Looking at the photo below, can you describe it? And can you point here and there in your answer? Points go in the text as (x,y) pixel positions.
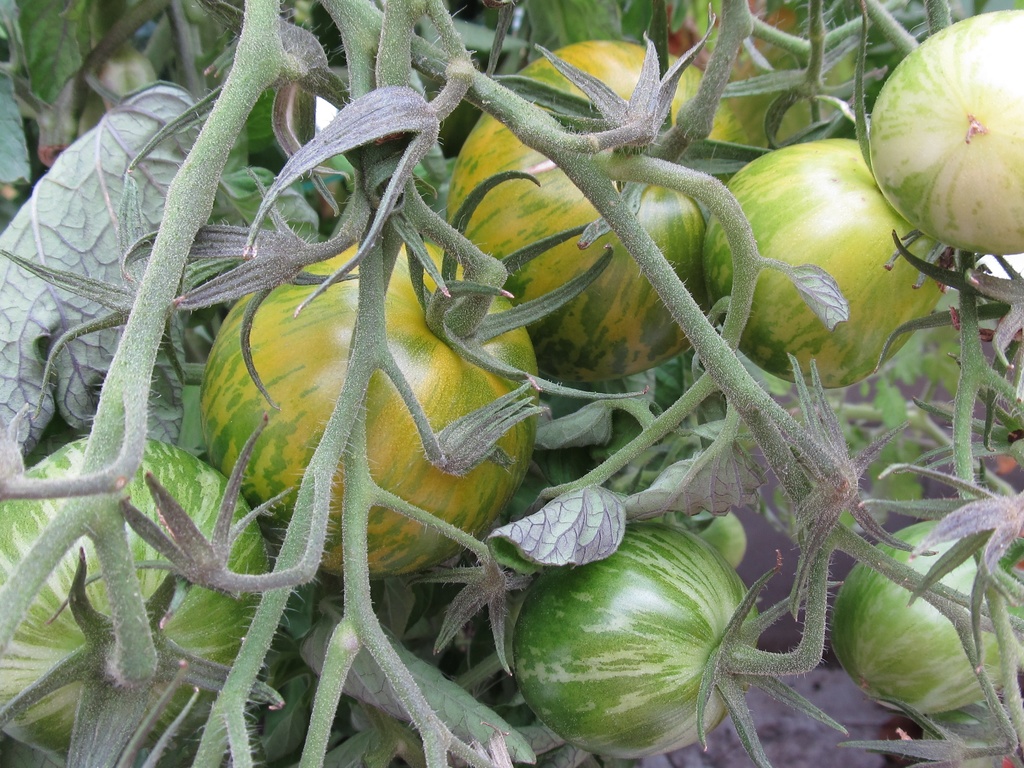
In the picture we can see vegetables (502,498) of a plant (70,268).
